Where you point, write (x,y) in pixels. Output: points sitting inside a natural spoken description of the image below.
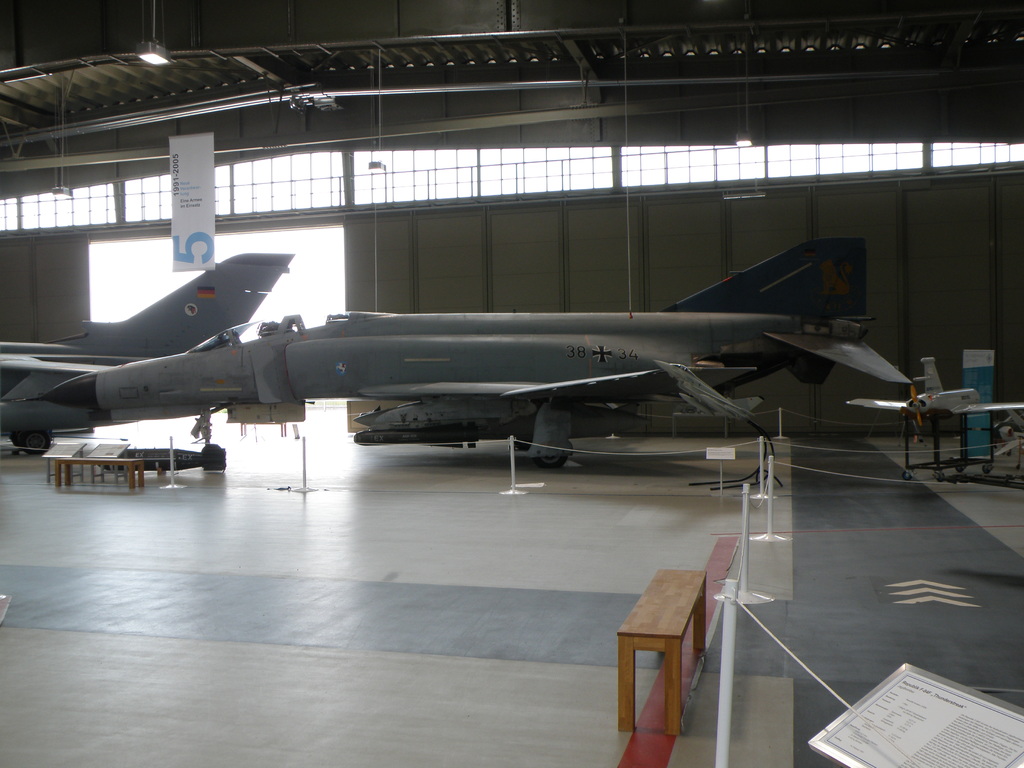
In this image we can see aircraft's (415,378) on the surface (462,571). There are safety poles (763,486). There is a table (633,726). At the top of the image (467,13) there is ceiling (21,83). In the background of the image (499,284) there is wall (420,296). There is a white color banner (197,149) with some text (177,163).
